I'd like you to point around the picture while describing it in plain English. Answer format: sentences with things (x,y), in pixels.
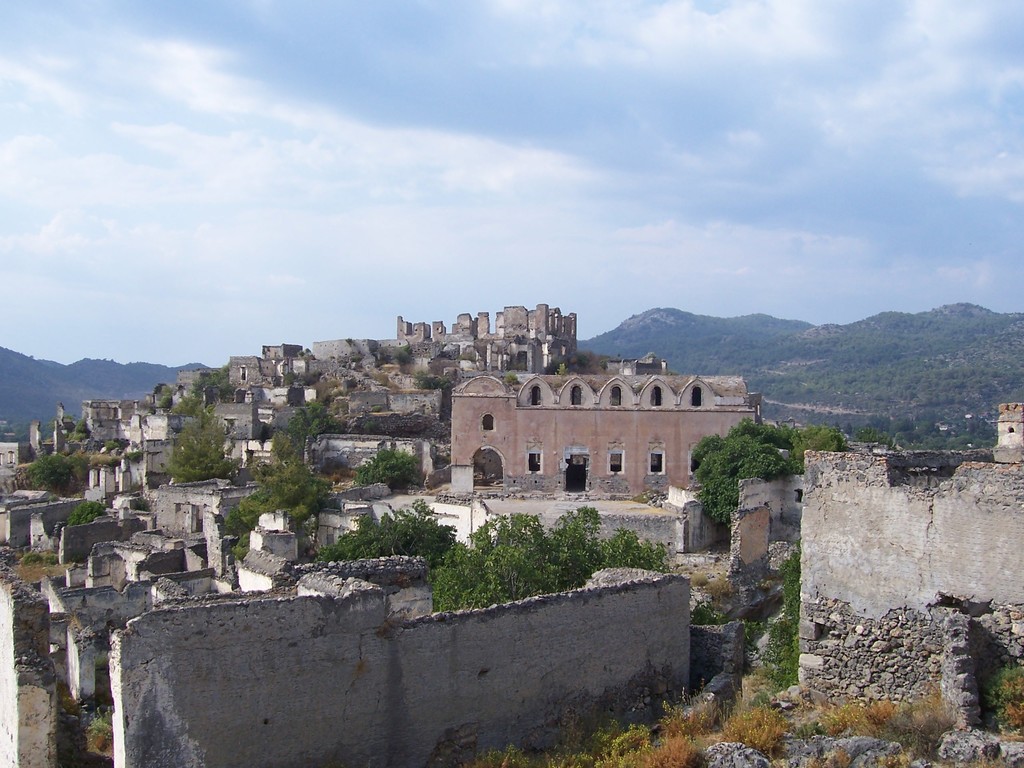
In this image, there are a few houses (521,457). We can also see some trees (348,544), grass (625,743) and rocks (754,766). We can also see the hills (30,398). We can see the sky (724,249) with clouds (753,60).
